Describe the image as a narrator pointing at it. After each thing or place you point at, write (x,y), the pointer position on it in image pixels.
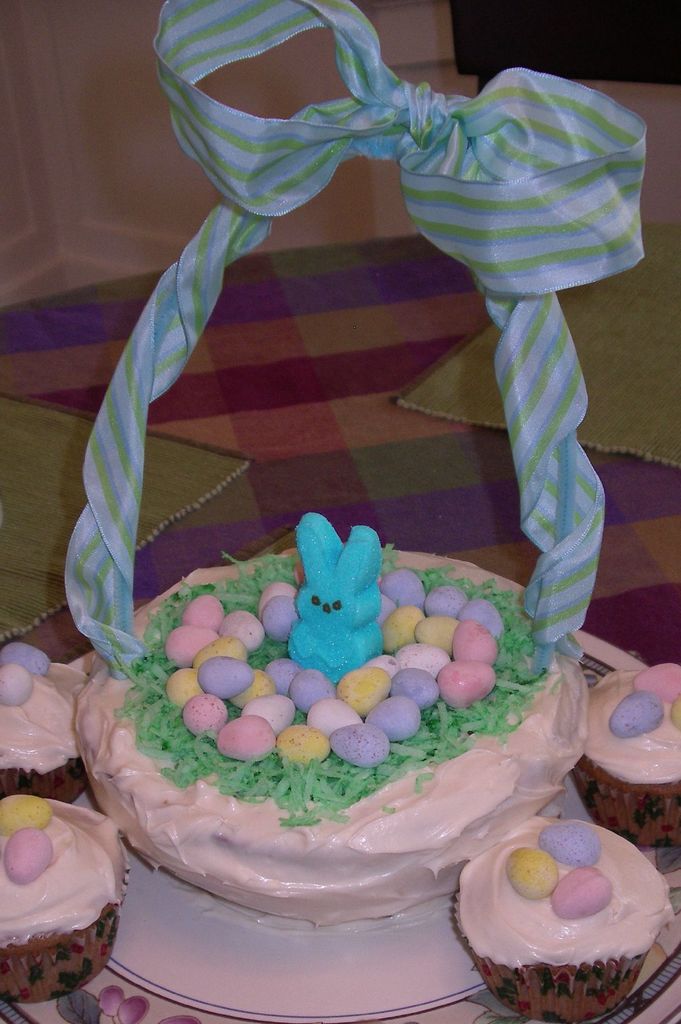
As we can see in the image there are eggs (487,634), toy (346,576) and baskets (107,687). In the background (660,400) there is a green color mat (588,431).
